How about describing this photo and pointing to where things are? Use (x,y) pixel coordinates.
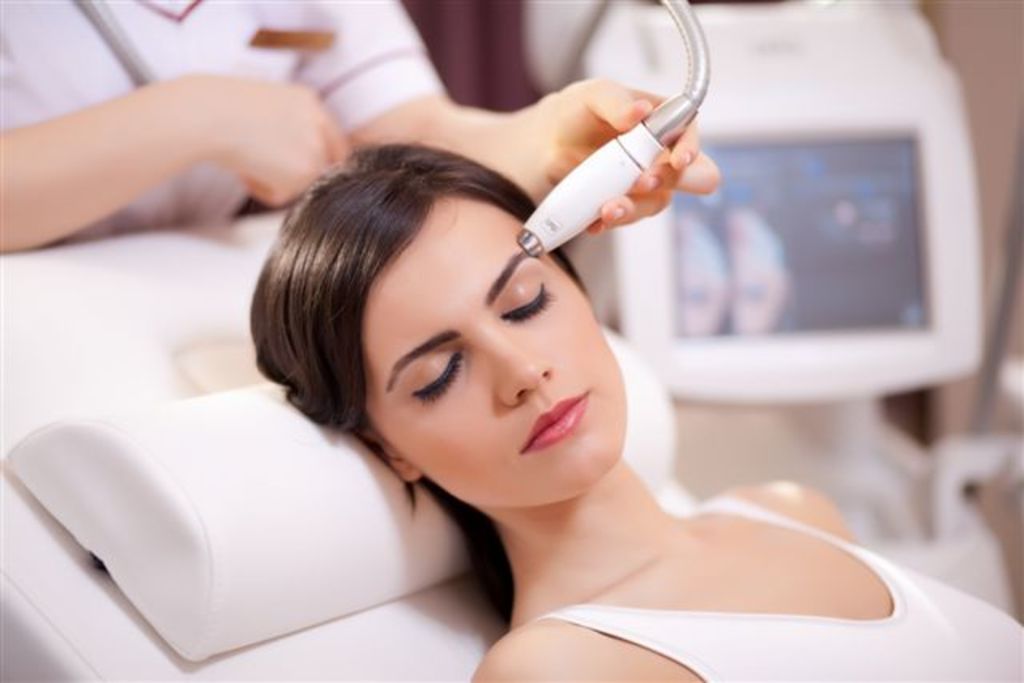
In the center of the image (516,238) we can see a woman (446,278) under laser treatment. In the background (531,142) we can see monitor (728,139) and woman (300,133).
